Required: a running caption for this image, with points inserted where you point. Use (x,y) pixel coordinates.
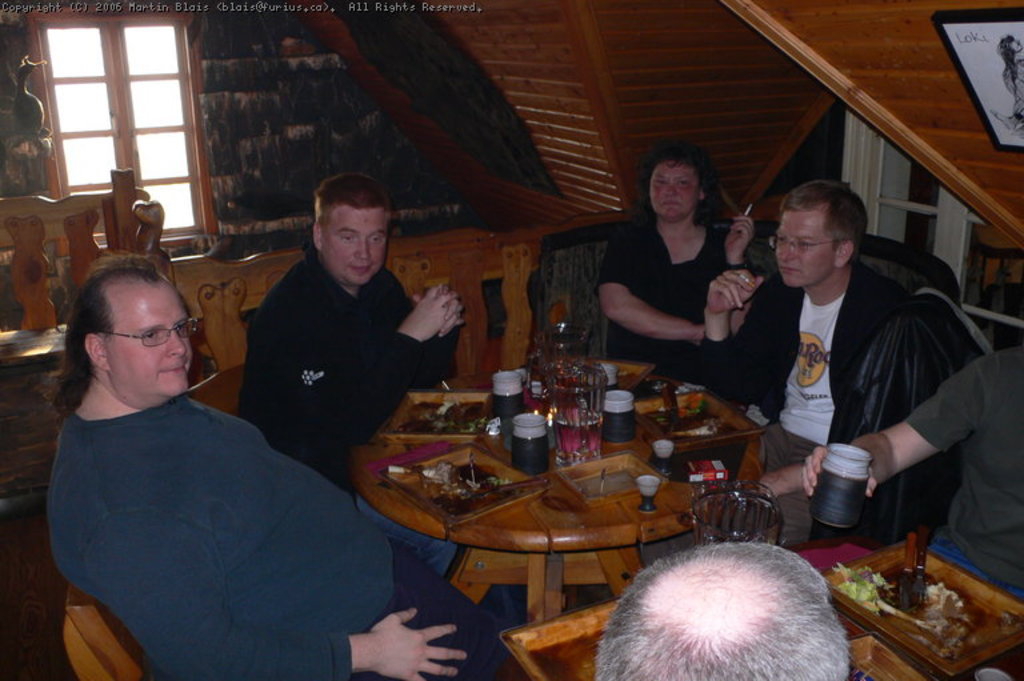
In this image there are many people (292,549) sitting on chairs (66,632). In the middle (483,441) there is a table (514,545) on it there are food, jugs (577,414), candle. In the background (174,210) there is window (156,91) and wall (331,72). In the right (989,67) there is a photo frame (975,74).
